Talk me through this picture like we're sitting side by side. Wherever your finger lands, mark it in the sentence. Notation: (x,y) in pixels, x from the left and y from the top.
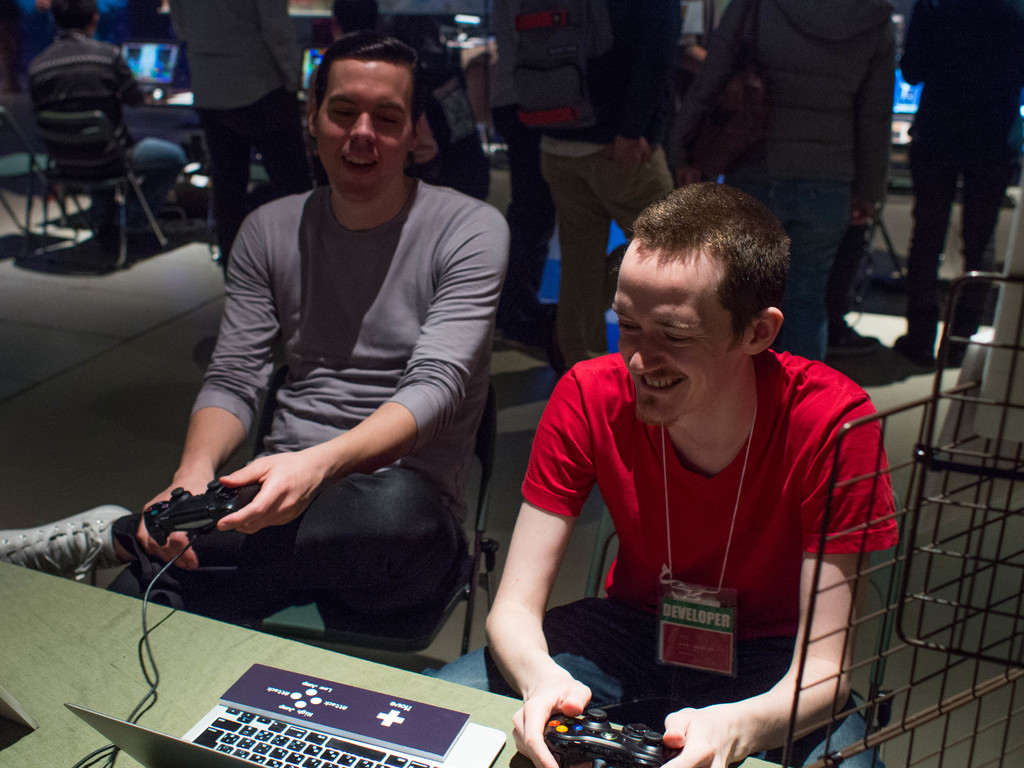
In the image there are two men (369,423) in grey and red t-shirt (628,503) sitting in front of table (174,707) holding joy sticks (201,526) and laptop (244,756) on the table (28,761), behind there are few people (693,87) standing, on the left side (76,86) background (161,62) there is another man (77,24) sitting in front of table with laptop (174,57) on it.
